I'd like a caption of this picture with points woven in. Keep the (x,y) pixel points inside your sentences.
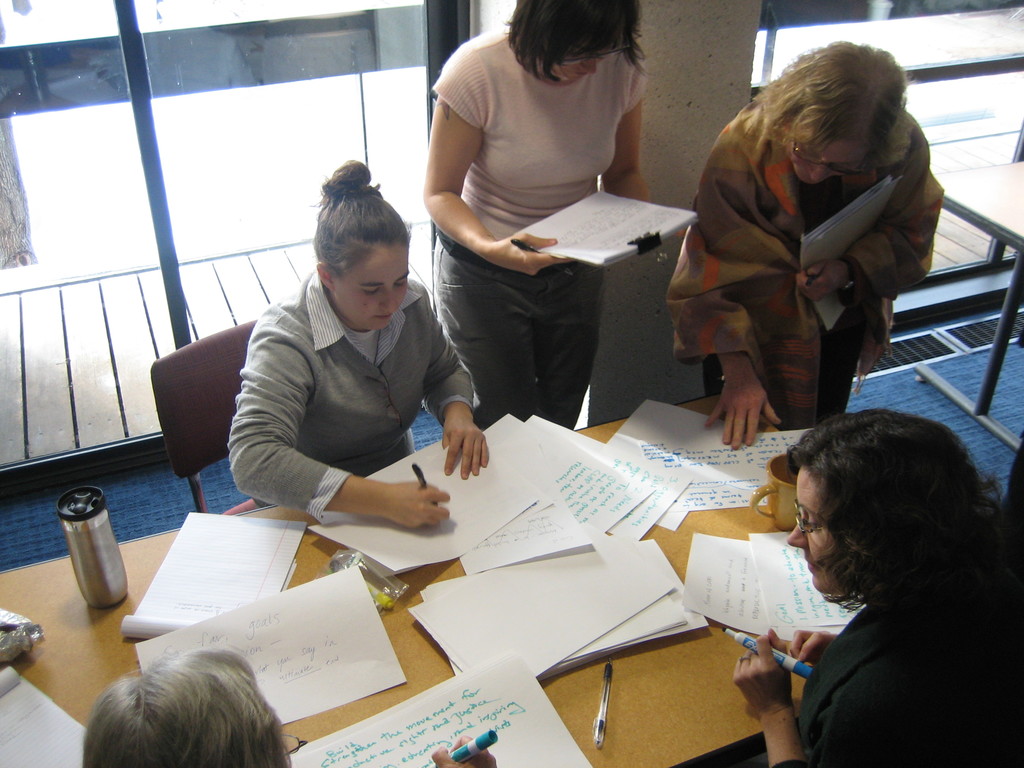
In the image there are few ladies (396,249) sitting and standing around table (576,710) with papers (490,615), pens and water bottle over it, behind them there is a glass wall (263,290) and on the right side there is another table (982,177).
